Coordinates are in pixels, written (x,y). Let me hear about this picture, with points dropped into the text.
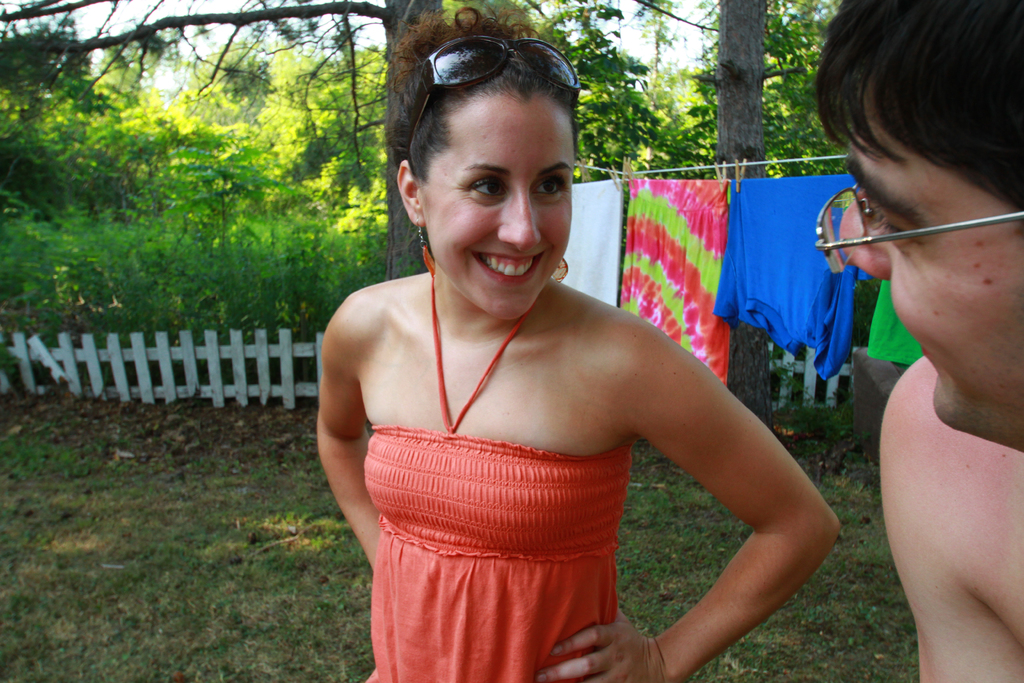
On the right side of the image (913,373) there is a man (921,226) with spectacles (963,226). And there is a lady (505,160) standing and she is smiling. On her head (505,160) there are goggles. Behind them there are clothes (673,193) hanging on the rope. In the background (255,176) there are trees (188,216) and also there is a fencing (263,389). On the ground (269,400) there is grass (150,480).
